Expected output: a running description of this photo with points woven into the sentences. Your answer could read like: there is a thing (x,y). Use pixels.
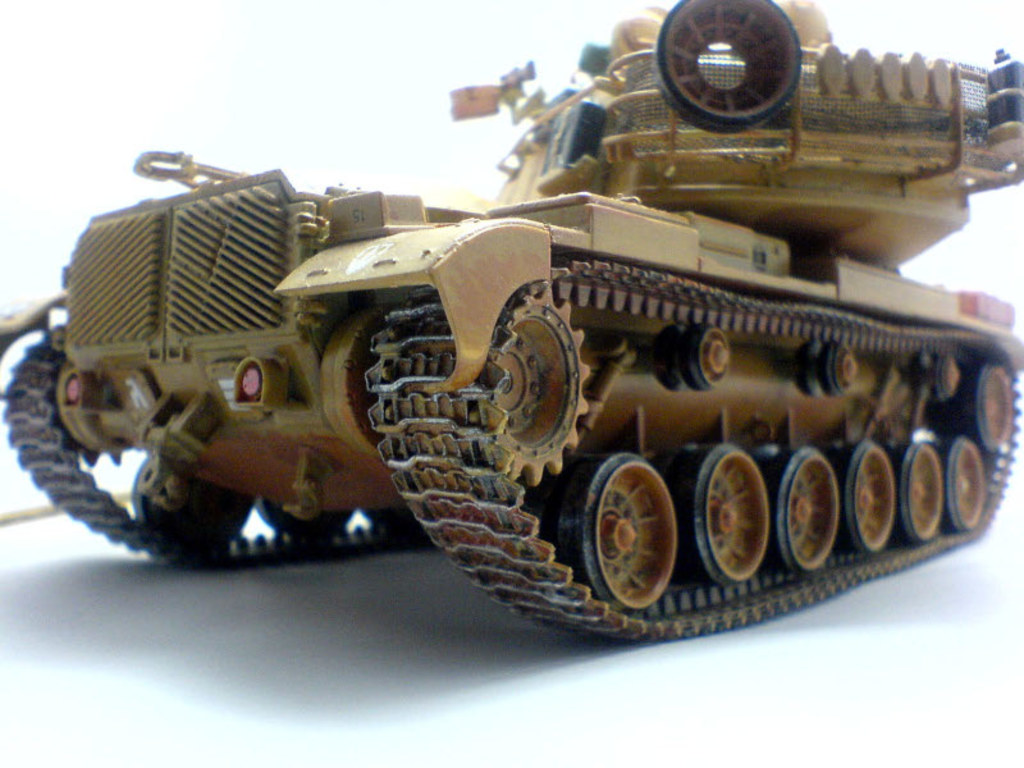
There is a toy war tank (533,482) on a white surface (394,652). The background (221,14) is white.
